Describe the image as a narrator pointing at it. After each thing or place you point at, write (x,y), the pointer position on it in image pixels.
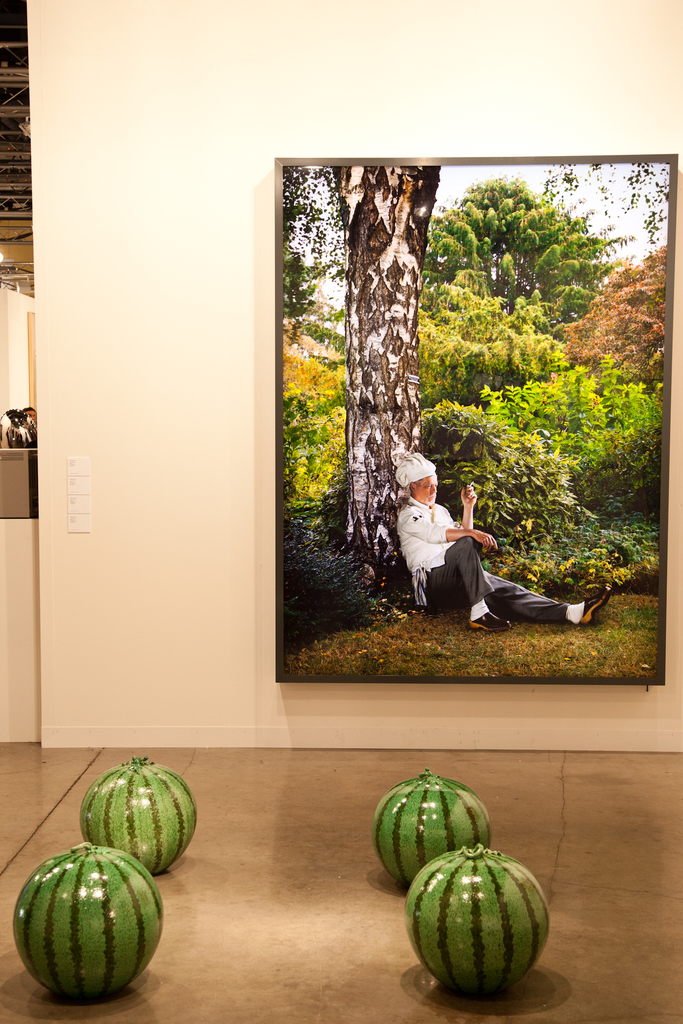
On the bottom of the image (137,827) I can see four green color balls (454,928) on the floor (332,796). In the background (173,390) there is a wall (197,128) to which a frame (290,510) is attached. In the frame (380,305) I can see a person (415,539) is sitting beside the tree (382,496). beside him there are some plants (484,424).
